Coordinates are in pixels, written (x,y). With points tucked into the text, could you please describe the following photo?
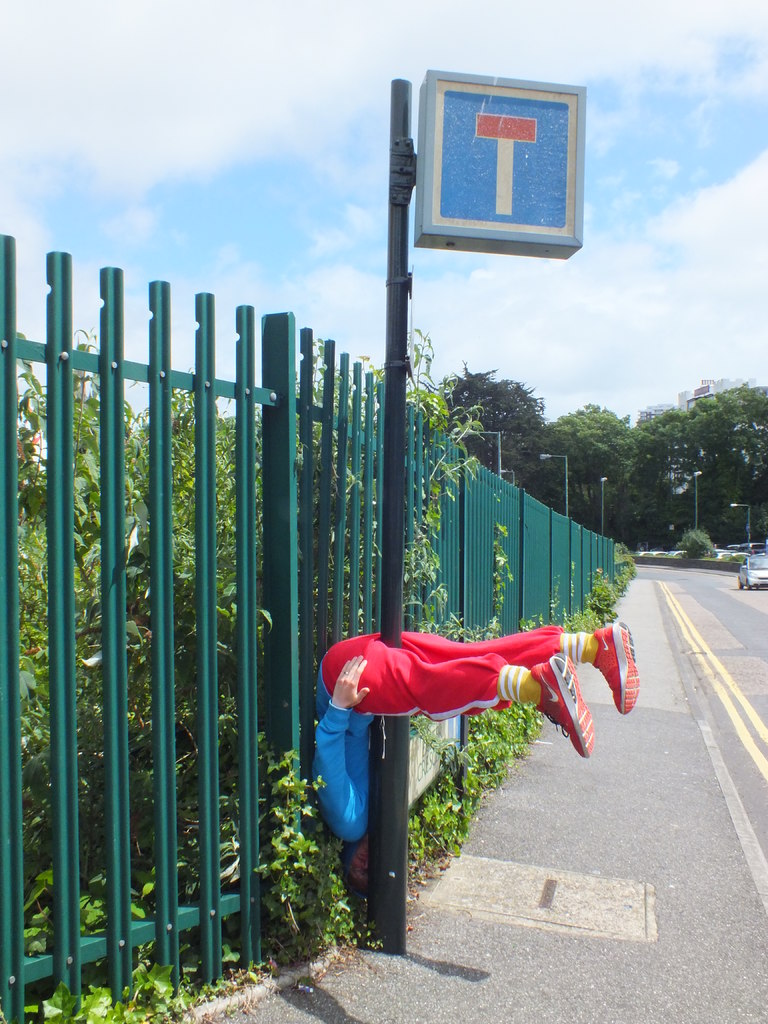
In the center of the image (388,626) there is a sign board (484,192). There is a person (371,635). To the left side of the image (60,608) there is fencing (284,556). There are plants (221,628). In the background of the image (557,493) there are trees (606,412). There is sky (347,195). To the right side of the image (727,611) there is road (727,614). There are vehicles (737,548) on the road (721,603).
